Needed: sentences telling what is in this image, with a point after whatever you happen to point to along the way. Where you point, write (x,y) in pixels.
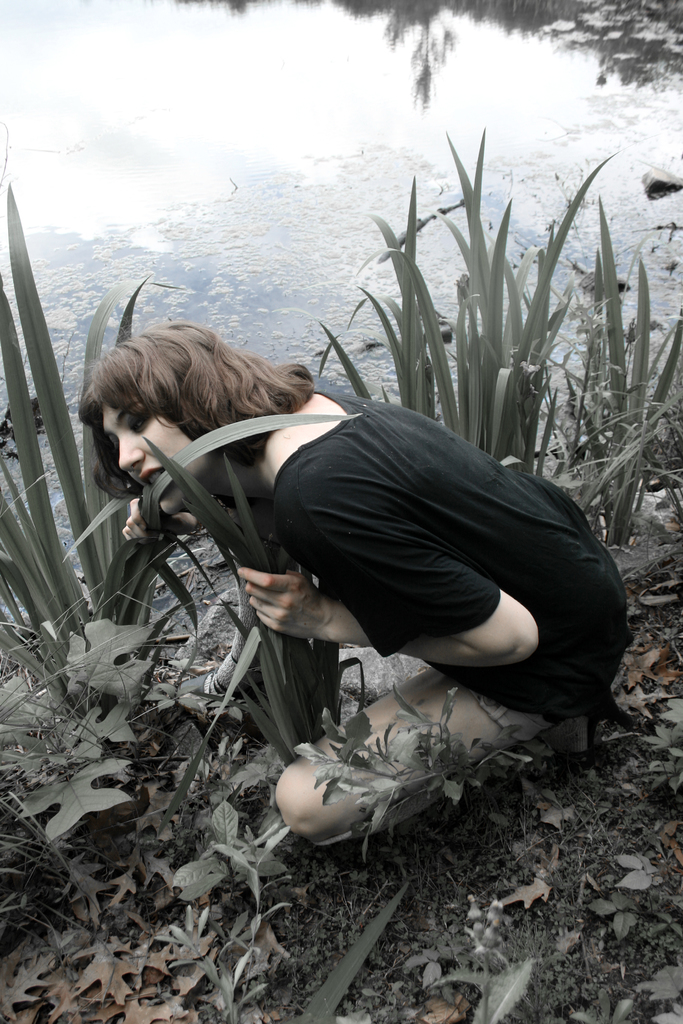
In this image I can see a woman (144,428) over here and I can see she is wearing black colour dress (436,558). I can also see number of leaves (40,608) and I can see she is holding few leaves (169,543). In the background (136,86) I can see water (360,218).
